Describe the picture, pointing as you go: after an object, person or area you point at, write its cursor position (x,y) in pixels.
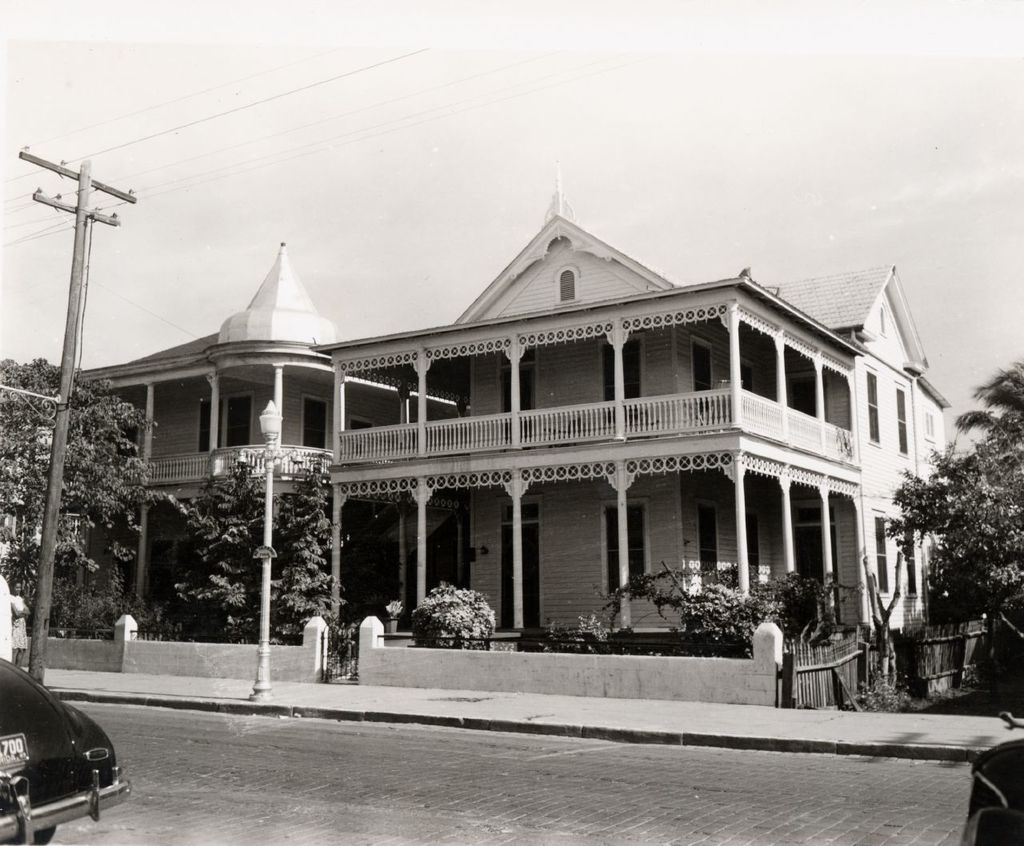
In this picture I can see a building (584,566) and few trees (68,551) and plants (61,599) and I can see a pole light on the sidewalk (238,691) and a pole (48,584) and I can see a car (69,745) parked and a human (25,646) on the sidewalk (68,678) and I can see a cloudy sky (439,236).
